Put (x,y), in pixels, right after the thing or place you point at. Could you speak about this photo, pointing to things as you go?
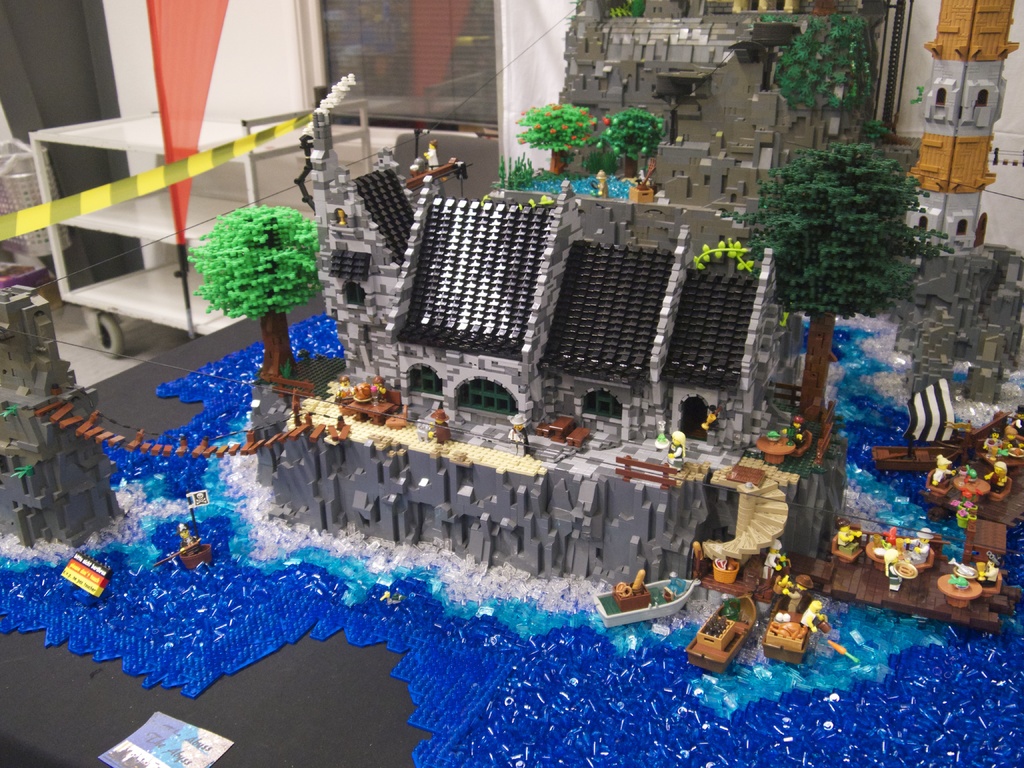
In this picture I can observe scale model of a building (503,330) in the middle of the picture (406,358). In the background (243,63) I can observe wall (253,71).
